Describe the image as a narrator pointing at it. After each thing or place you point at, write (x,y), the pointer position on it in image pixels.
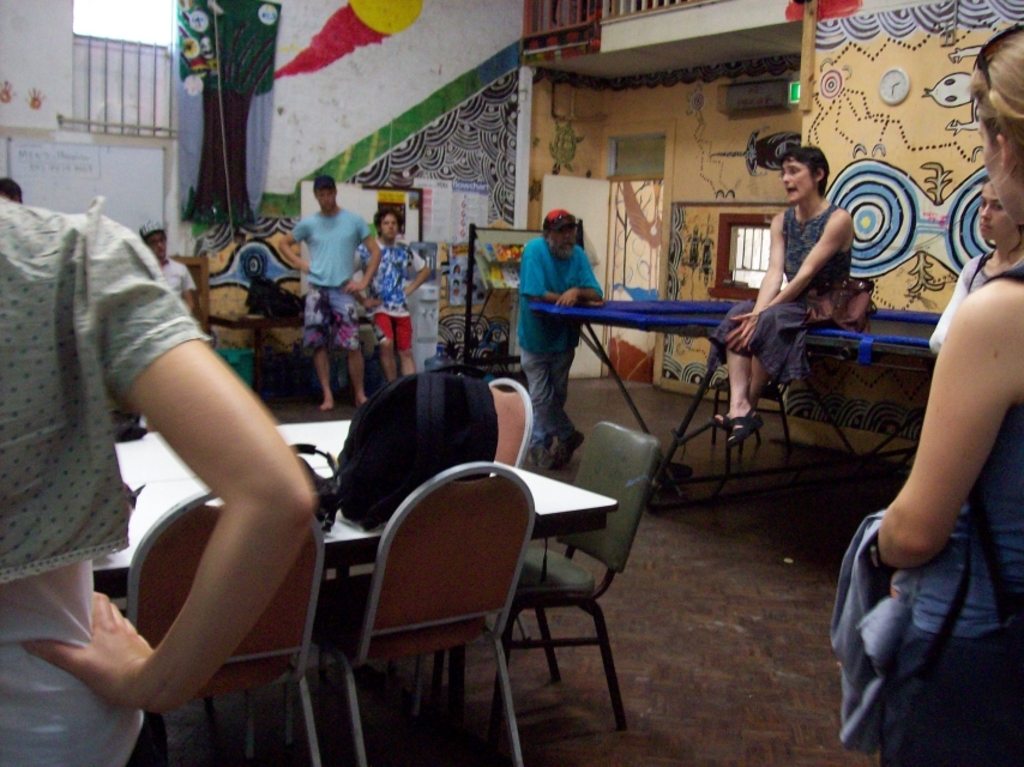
There are group of people (590,271) sitting and standing on room (531,655) and there is a backpack (386,503) on table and behind them there is a graffiti (963,39) on the walls (963,39).
